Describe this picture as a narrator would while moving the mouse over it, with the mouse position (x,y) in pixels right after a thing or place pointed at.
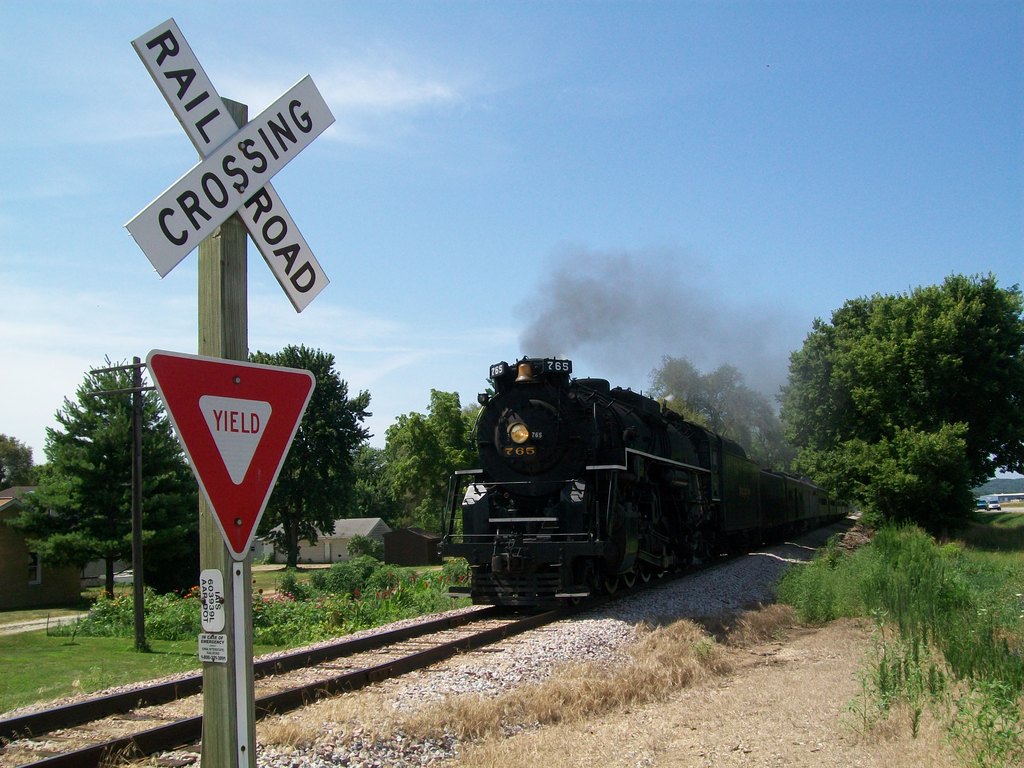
In this image there is the sky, there are trees (927,382) truncated towards the right of the image (947,396), there are trees (363,454), there are plants (353,595), there is grass (62,647), there is a pole (140,586), there are boards (246,435), there is text (249,154) on the boards (215,394), there is house (20,586) truncated towards the left of the image (38,577), there is a railway track (299,695), there is a train (585,500).
